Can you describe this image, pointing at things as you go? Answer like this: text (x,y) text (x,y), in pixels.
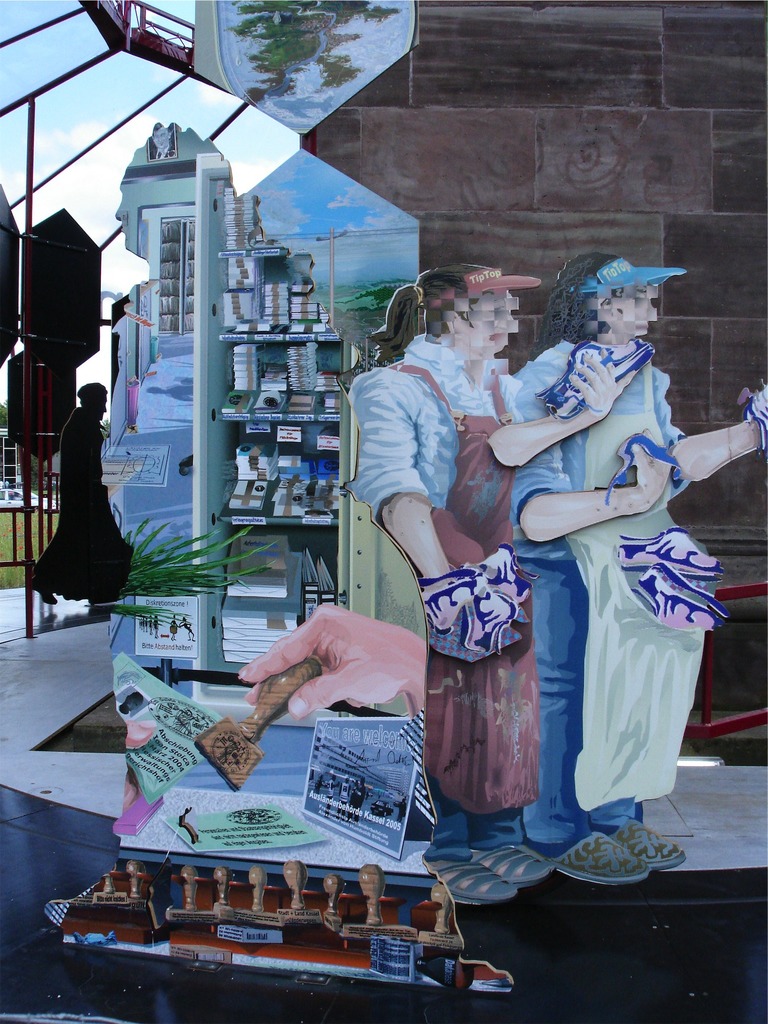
In this picture I can observe a visual art (334,357). There are two persons (433,448) in this art (591,438). On the right side (527,354) there is a brown color wall (644,127). In the background (102,200) there is a sky (97,159) with some clouds (87,156).
